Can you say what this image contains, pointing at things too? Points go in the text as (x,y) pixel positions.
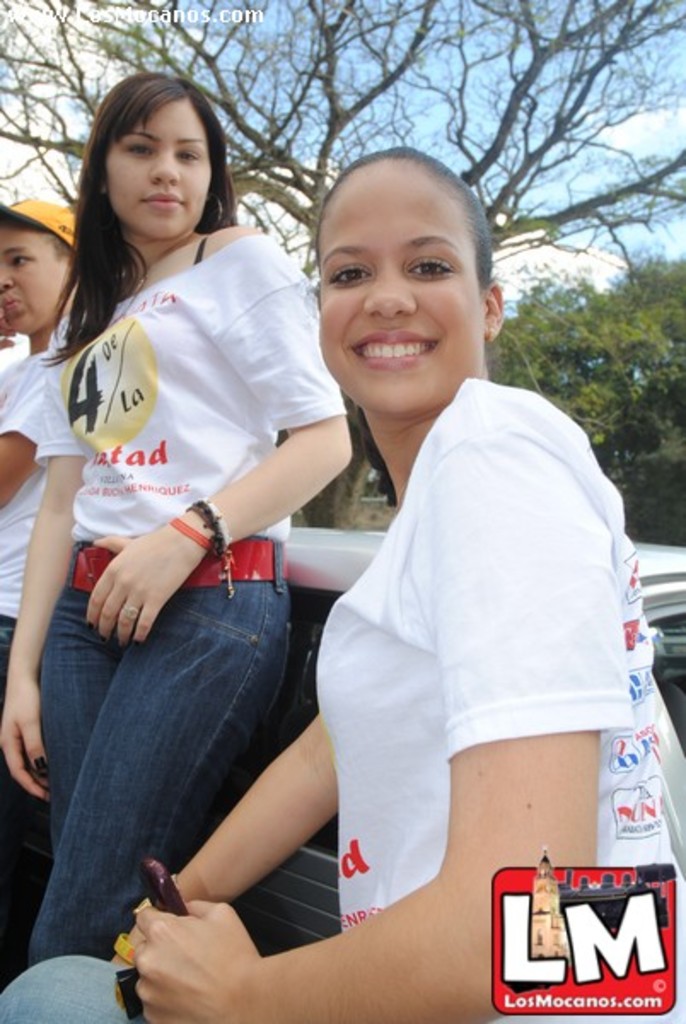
In this image in front (540,605) there is a person (395,368) wearing a smile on her face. Beside her there are two other people (150,293) standing. Behind them there is a vehicle (297,863). In the background of the image (370,144) there are trees (678,366) and sky (642,213). There is some text (27,14) at the top of the image (17,8). There is a watermark (636,969) at the bottom of the image (507,920).
